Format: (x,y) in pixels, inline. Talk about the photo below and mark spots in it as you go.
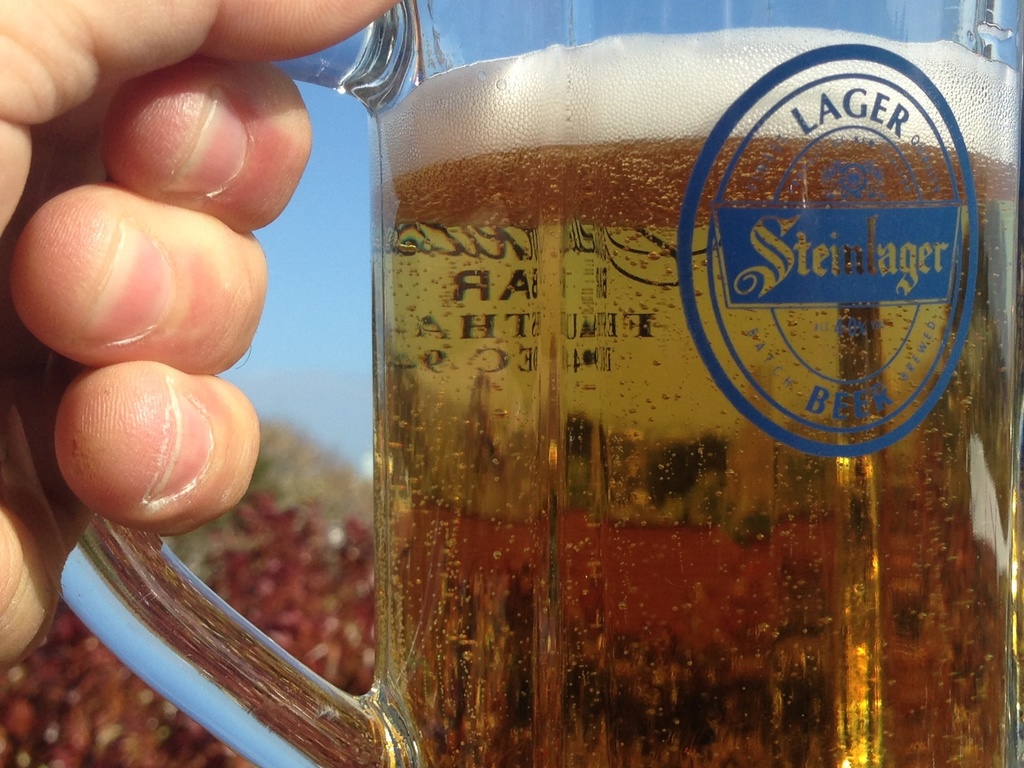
In this image in the foreground (256,189) there is one person (234,210) who is holding a glass (530,252), in that glass (527,319) there is some drink (649,538). In the background (315,508) there are plants (314,533) and sky (343,383).
